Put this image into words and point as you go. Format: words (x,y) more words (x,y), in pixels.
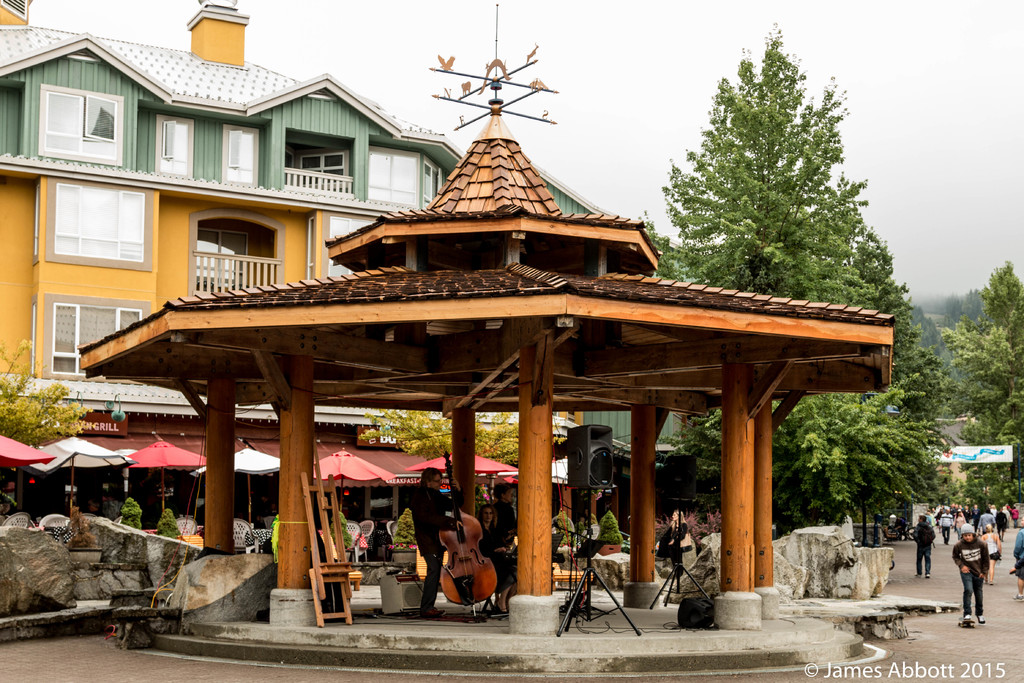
In the center of the image (542,311) we can see a shed (656,344), roof (597,366), pillars (456,468), speakers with stands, two people (507,545) are standing and a lady (504,549) is sitting on a chair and a man (429,505) is holding a double bass (474,530) and playing. In the background of the image (148,419) we can see a building (40,273), windows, trees (896,439), umbrellas (168,459), chairs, rocks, banner (1006,447). On the right side of the image (927,521) we can see some people (1018,595) are walking on the road (1002,601) and a person (977,539) is doing skating. At the bottom of the image (1013,608) we can see the road (182,672). In the bottom right corner (1000,670) we can see the text (1000,670). At the top of the image (293,12) we can see the sky (1020,269).
